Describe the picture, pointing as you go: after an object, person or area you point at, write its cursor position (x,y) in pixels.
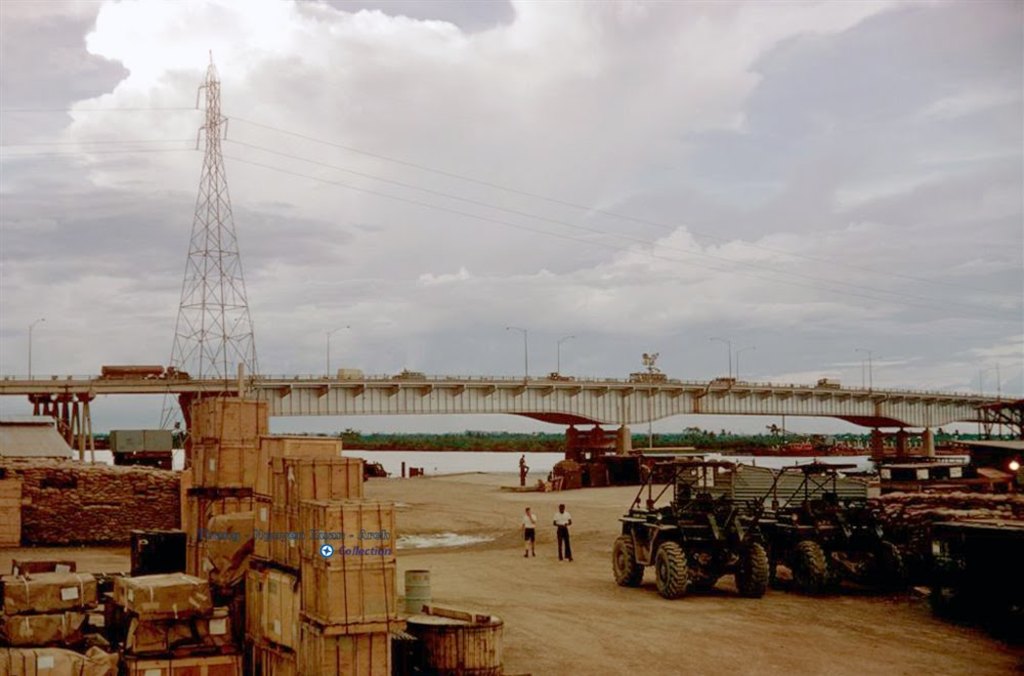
In this picture there are vehicles (711,530) on the right side of the image (790,573). On the left side of the image (26,636) there are wooden boxes (290,574) and buildings (11,444). At the back (0,385) there is a bridge (24,391) and there are trees (467,447) and there is a tower (215,150) and there are wires (148,141) on the tower (213,164). In the middle of the image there are two persons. On the bridge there are vehicles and poles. At the top (358,137) there are clouds (452,121). At the bottom (496,490) there is ground (496,490).
